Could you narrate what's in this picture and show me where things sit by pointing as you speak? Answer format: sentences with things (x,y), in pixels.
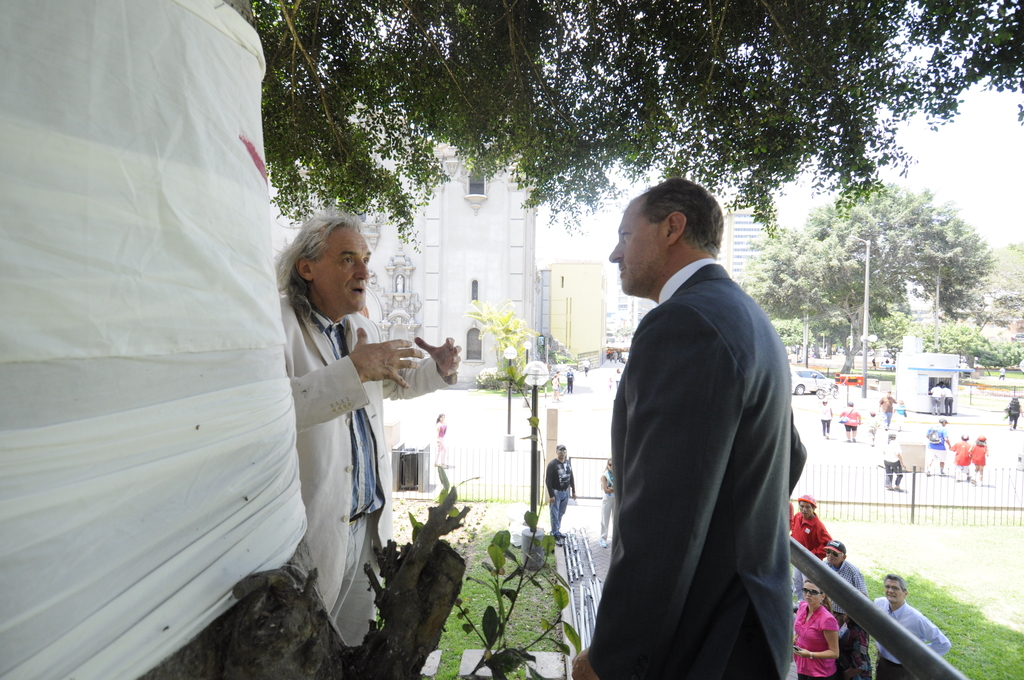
On the left (63,150) we can see a cloth (80,110) tied to a tree (403,596) and there are two men (629,468) standing. In the background (504,440) there are few persons (947,397), vehicle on the road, light poles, trees (792,297), buildings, windows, fence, grass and sky (1015,238).
